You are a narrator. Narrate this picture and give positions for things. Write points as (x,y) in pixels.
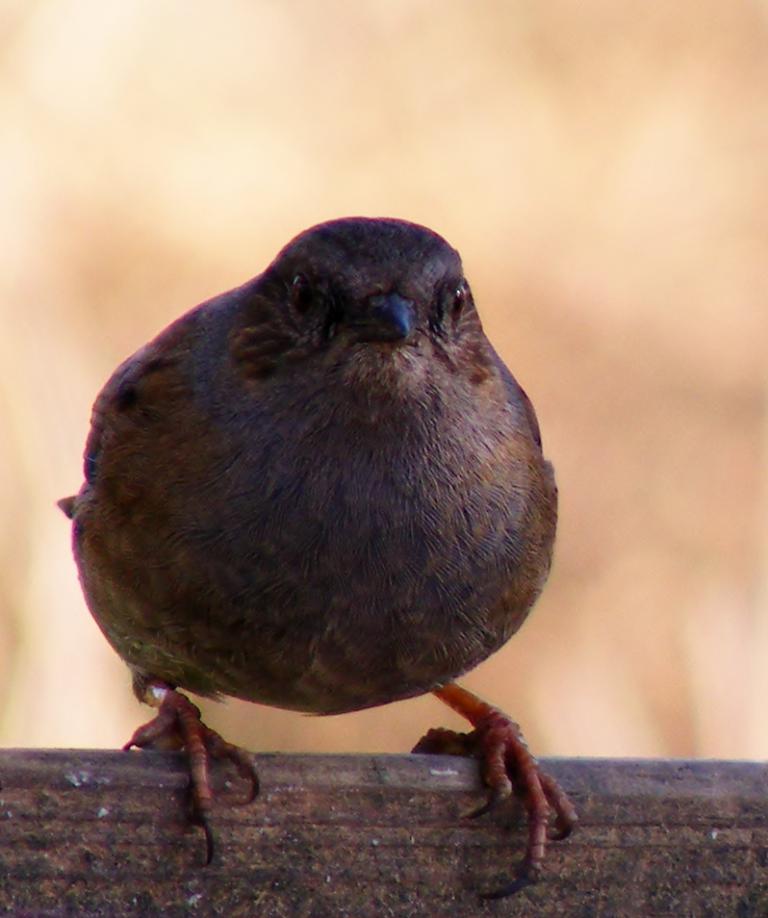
In this image we can see a bird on the surface (665,844) which looks like a wall (461,769) and in the background (359,166) the image is blurred.
